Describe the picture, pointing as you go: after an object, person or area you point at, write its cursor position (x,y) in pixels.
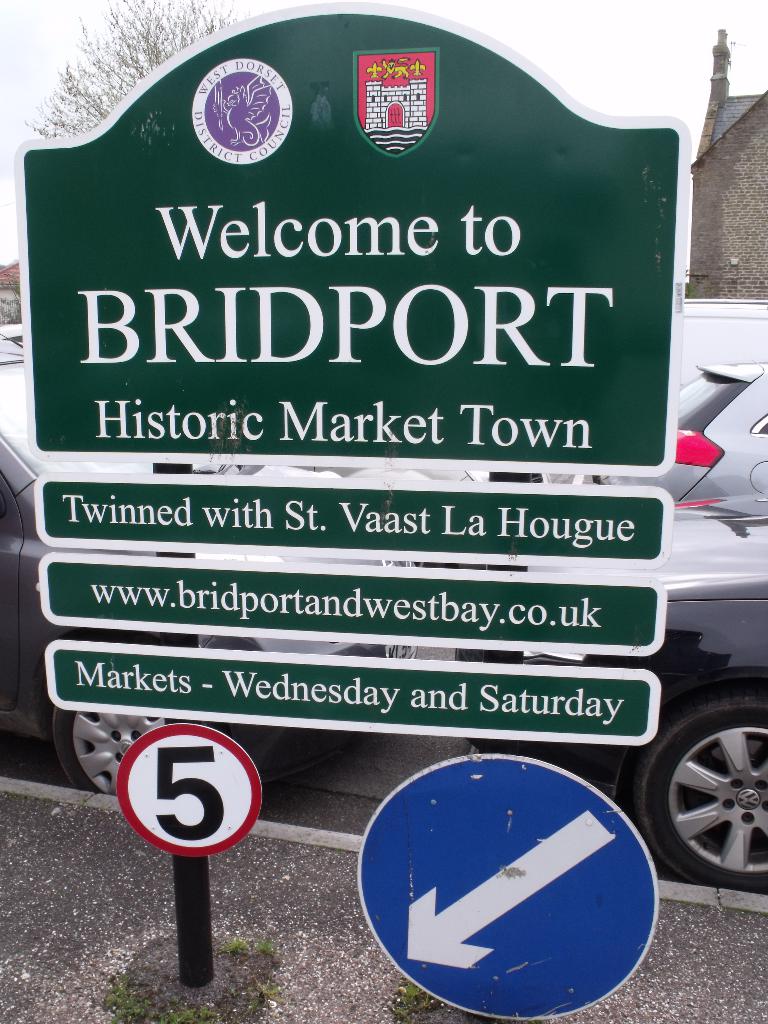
In this image I can see the sidewalk (277,969) on which I can see two metal poles (203,968) which are black in color to which few boards (512,801) which are blue, white, red and green in color are attached. In the background (10,409) I can see few cars (751,801) on the road (331,780), few buildings (749,220), a tree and the sky (553,14).
